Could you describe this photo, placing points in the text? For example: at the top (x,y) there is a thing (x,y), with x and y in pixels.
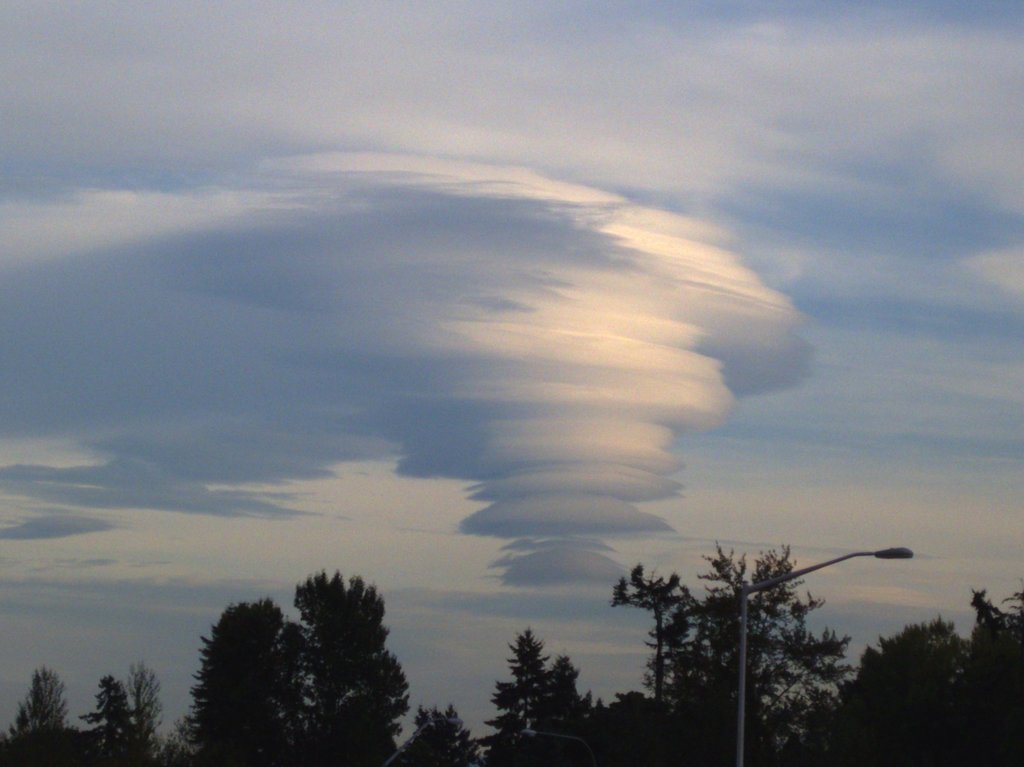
Here we can see trees (677,757), light poles (744,677) and clouds (549,303) in the sky (24,253).
